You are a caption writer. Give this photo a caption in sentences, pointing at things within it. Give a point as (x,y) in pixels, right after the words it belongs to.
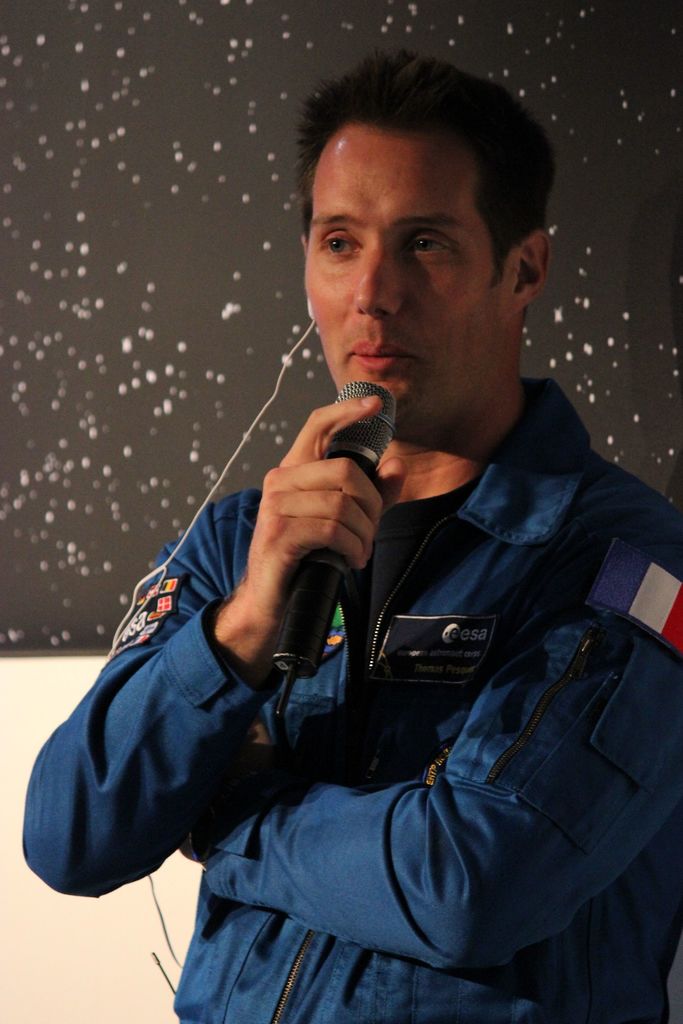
The person (445,721) wearing a blue jacket (441,739) holding a mike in his right hand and speaking and also having a earphone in his right ear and the background is black with white spots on it
